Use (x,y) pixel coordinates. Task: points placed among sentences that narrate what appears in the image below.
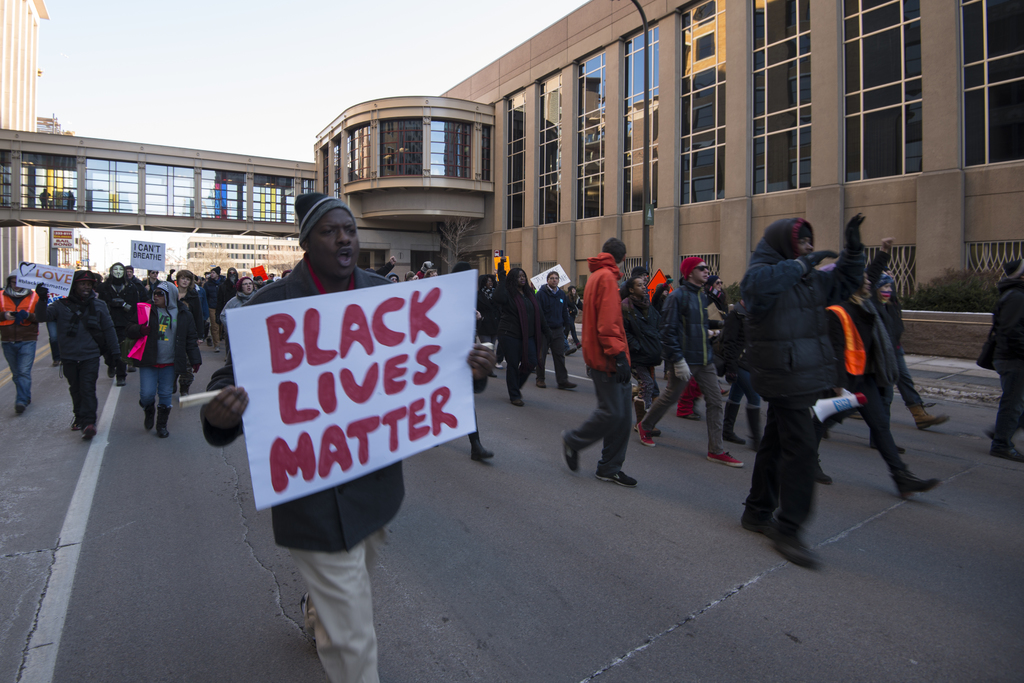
In this picture we can see some people (854,366) walking on the street (403,521) and holding the posters (350,323) in their hands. Behind there is a brown glass building (532,229). On the top (205,102) we can see the sky (157,125).
